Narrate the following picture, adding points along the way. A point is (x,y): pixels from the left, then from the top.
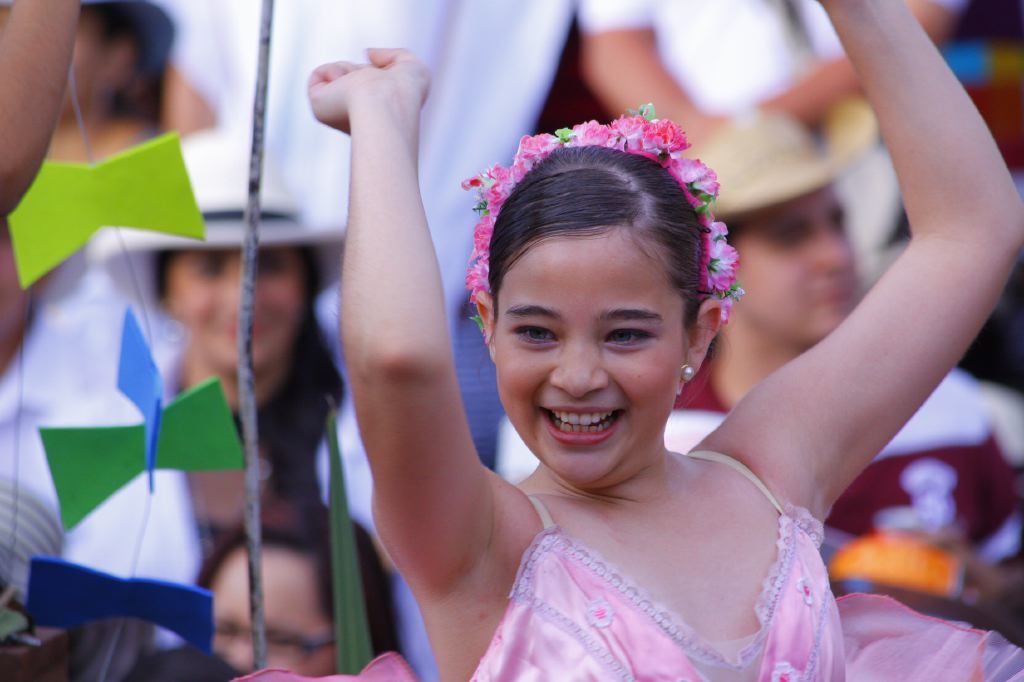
In this image we can see few people (455,430) and there are some objects (137,327) on the left side of the image (250,312).
